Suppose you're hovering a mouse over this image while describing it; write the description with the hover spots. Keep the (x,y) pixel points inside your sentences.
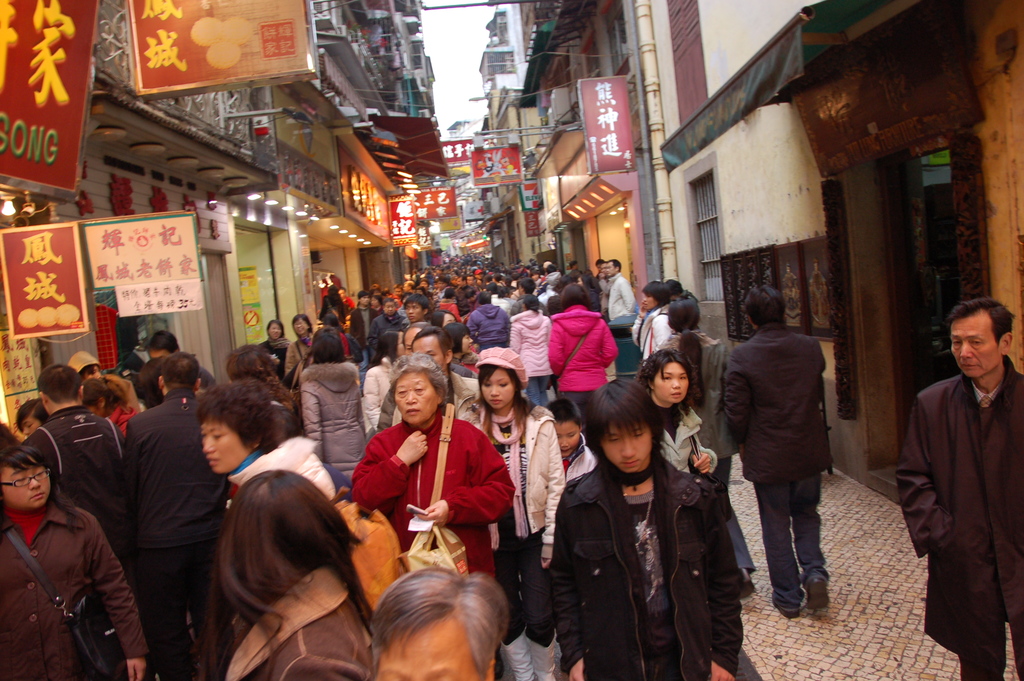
In the foreground of this image (325,436), there are people (515,581) walking on the path (769,673). On either side, there are boards (611,131), buildings (328,224), lights (364,241) and in the background (466,39), there is the sky (462,73).
